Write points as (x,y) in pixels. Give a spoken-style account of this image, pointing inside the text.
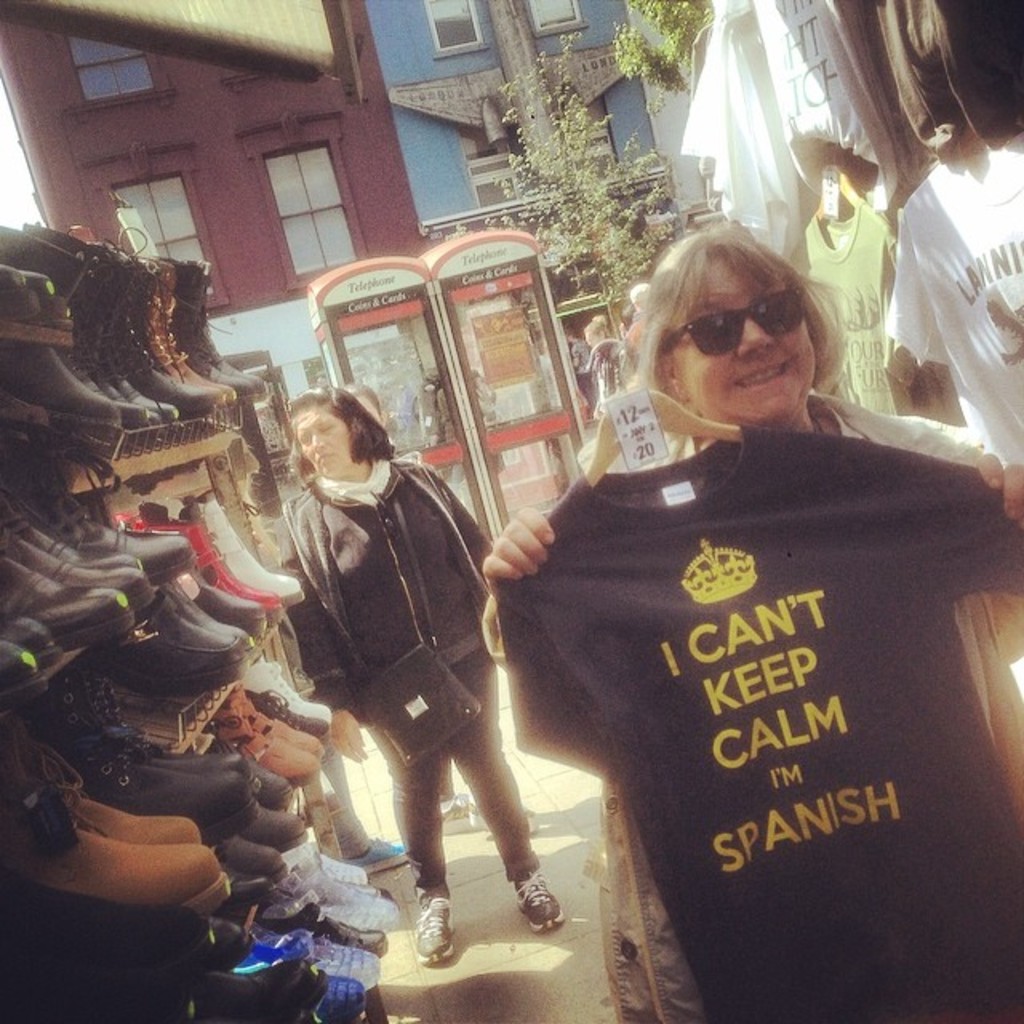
On the left (64,605) there are shoes (67,596) on a rack stand (129,739). In the middle (357,545) there are few persons (498,764) and on the right (828,433) there is a woman (815,406) holding a t-shirt (683,693) in her hands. In the background (454,157) there are buildings (256,257), windows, trees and clothes (866,88).
